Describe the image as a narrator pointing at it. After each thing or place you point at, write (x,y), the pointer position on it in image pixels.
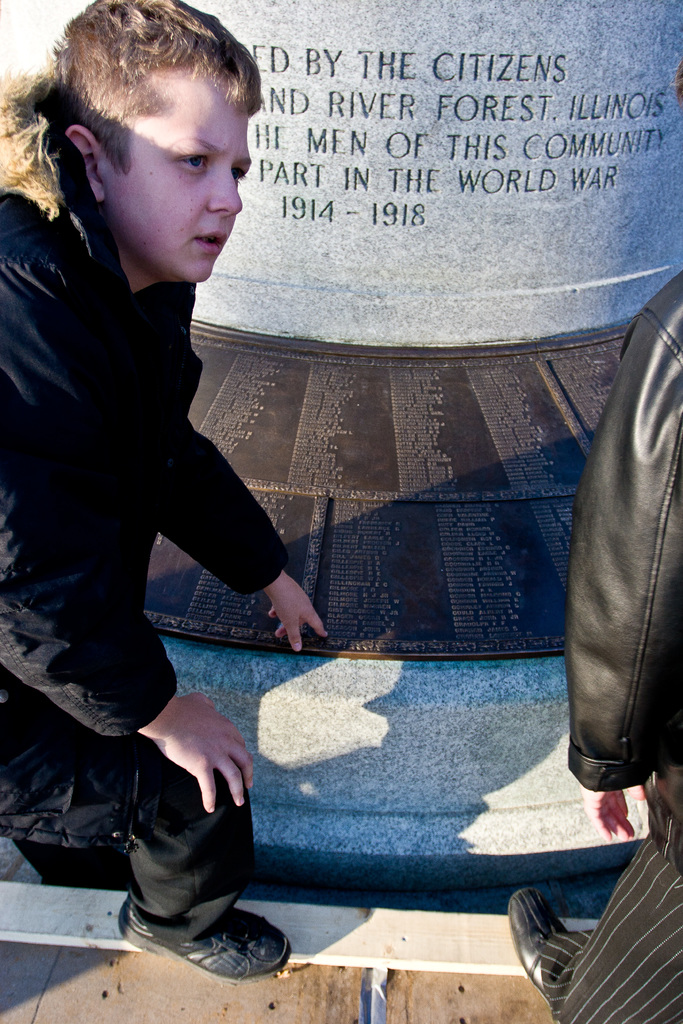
In this image on the right side (584,647) and left side (201,235) there are two persons (592,769), and at the bottom (38,955) there is walkway (103,1010) and some boards (432,452). On the boards (377,505) there is some text (339,505), and in the center (375,665) there is a pillar (383,178). On the pillar (361,205) there is some text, and at the bottom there is a wooden board (49,912).
